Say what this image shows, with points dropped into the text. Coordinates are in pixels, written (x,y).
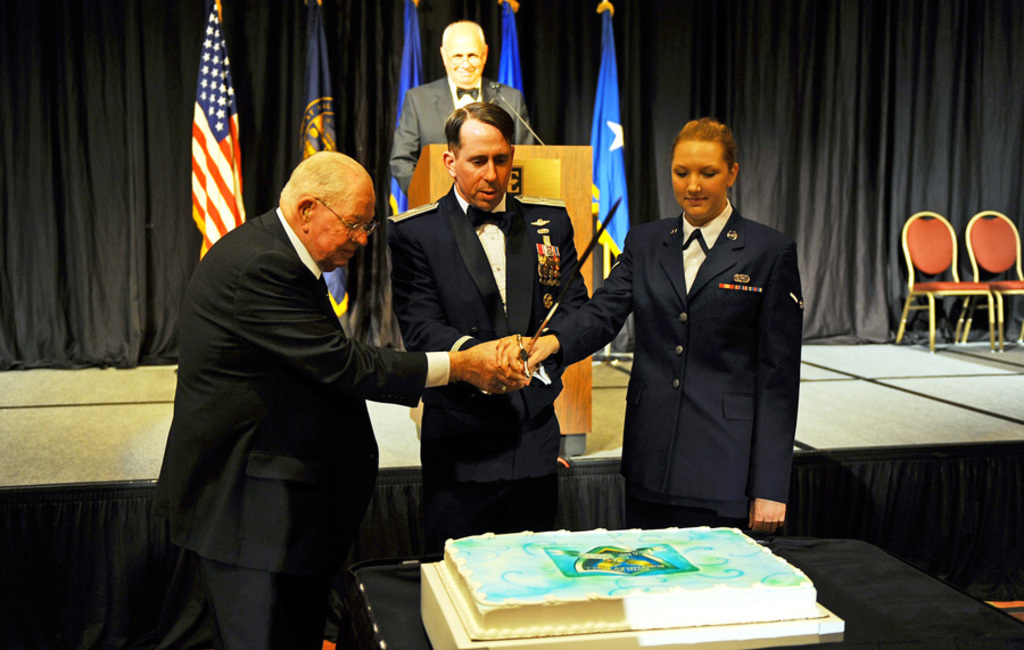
In the image there is a cake (741,539) kept on a table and in front of the cake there are three people (676,413), they are holding a big knife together and behind them there is a stage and on the stage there is a man (427,124) standing in front of a table (427,160). In the background (252,82) there are flags (514,52) and curtains (689,79) and on the right side (924,248) there are two empty chairs (921,264) kept on the stage (58,471).
